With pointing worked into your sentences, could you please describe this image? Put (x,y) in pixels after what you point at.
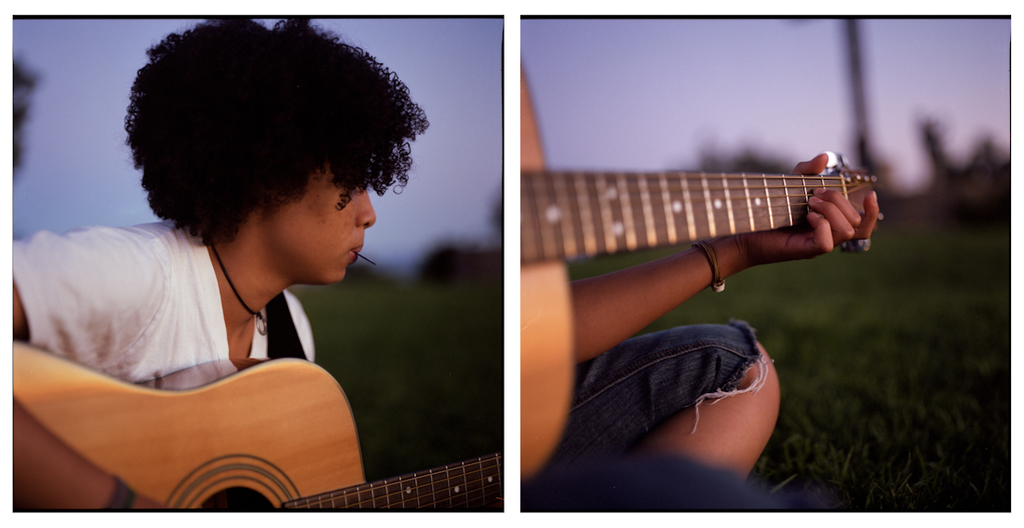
This is a collage picture, in the picture a man (191,362) in white t shirt (190,331) was playing a guitar (322,459) and in his mouth (347,251) there is something and in the other picture the man (634,326) is wearing a bracelet (712,278) to his left hand (715,275). Behind the man (655,370) is in blue and sky (683,106).
